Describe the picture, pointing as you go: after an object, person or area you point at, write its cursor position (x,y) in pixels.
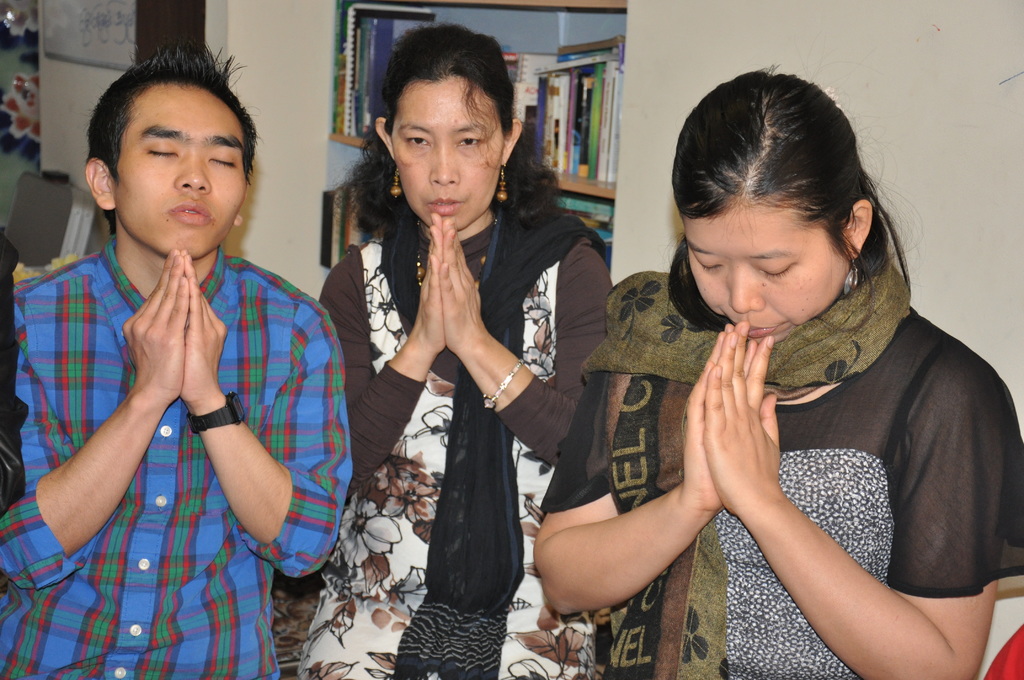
In this picture I can see two women (553,389) and a man (166,384) are joining their hands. In the background (280,7) I can see a wall (682,84) and a shelf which has books (555,116) in it.
